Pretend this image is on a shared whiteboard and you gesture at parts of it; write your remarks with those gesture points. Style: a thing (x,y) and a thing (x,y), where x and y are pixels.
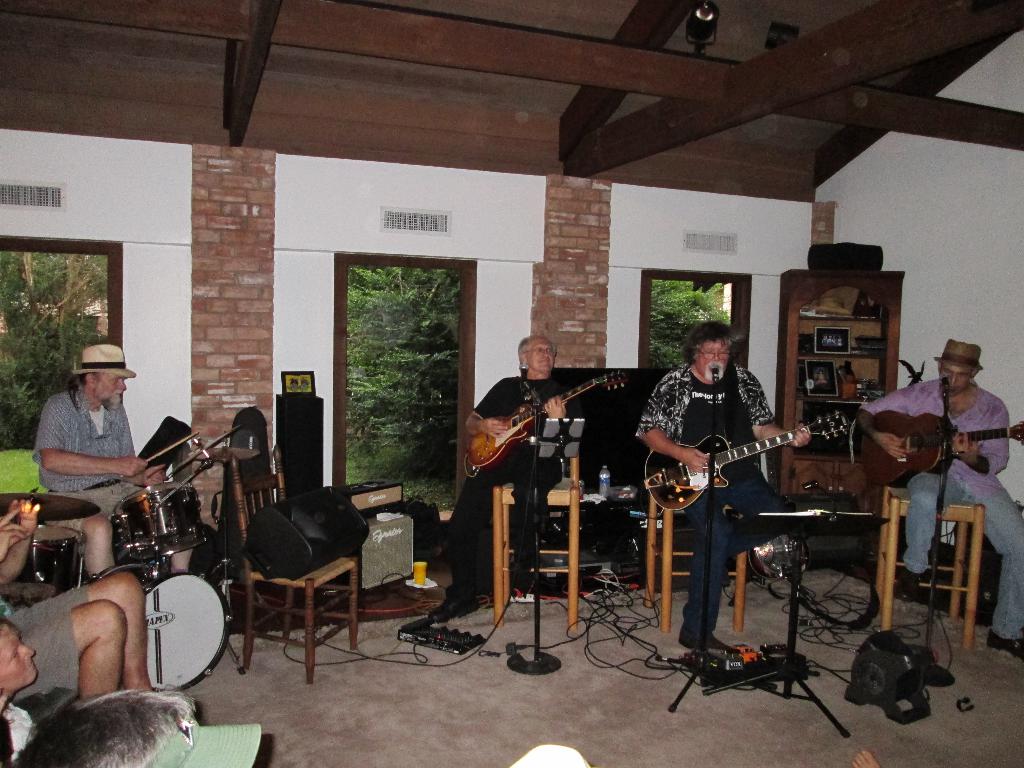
In the image we can see there are people (962,452) who are sitting on chair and holding guitar (843,429) in their hand (963,443) and on the other side a man (112,492) is playing drum set (155,497).
